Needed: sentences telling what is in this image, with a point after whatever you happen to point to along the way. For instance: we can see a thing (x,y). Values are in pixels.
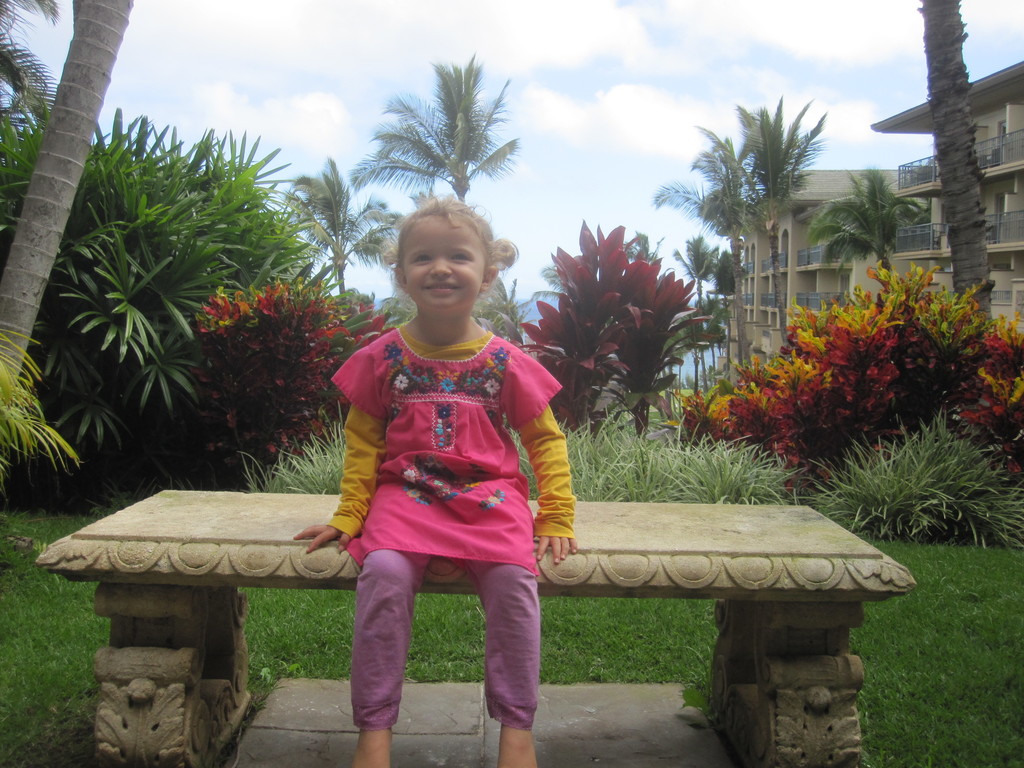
In this picture we can see a girl (372,385) sitting on a bench (648,527) and smiling. In the background (786,57) we can see the grass (439,637), plants (584,473), buildings (735,349), trees (60,155), railings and the sky (572,72) with clouds (674,100).
